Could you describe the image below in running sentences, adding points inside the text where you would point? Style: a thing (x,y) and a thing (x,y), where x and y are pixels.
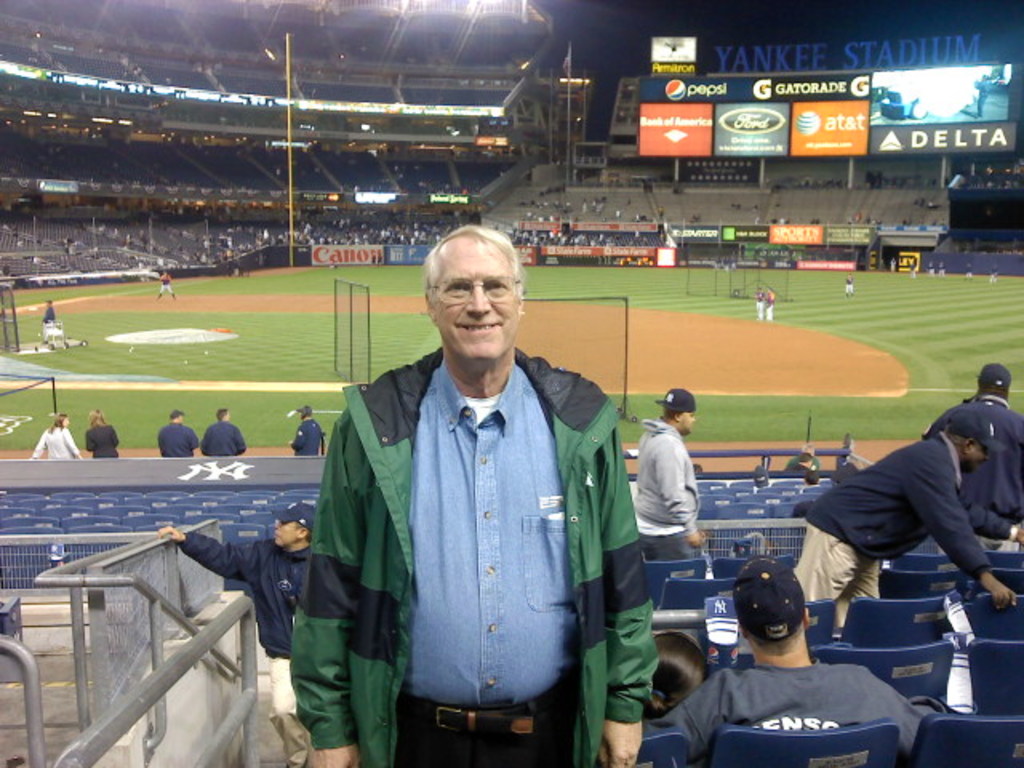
In this image we can see a man (487,600) is standing and smiling. He is wearing blue color shirt (446,580), green-black color jacket (374,599) and pant (482,736). Behind the man (512,730) we can see playground (773,380) and sitting area (232,184) of the stadium (890,591). So many people (904,489) are there and we can see the banners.
